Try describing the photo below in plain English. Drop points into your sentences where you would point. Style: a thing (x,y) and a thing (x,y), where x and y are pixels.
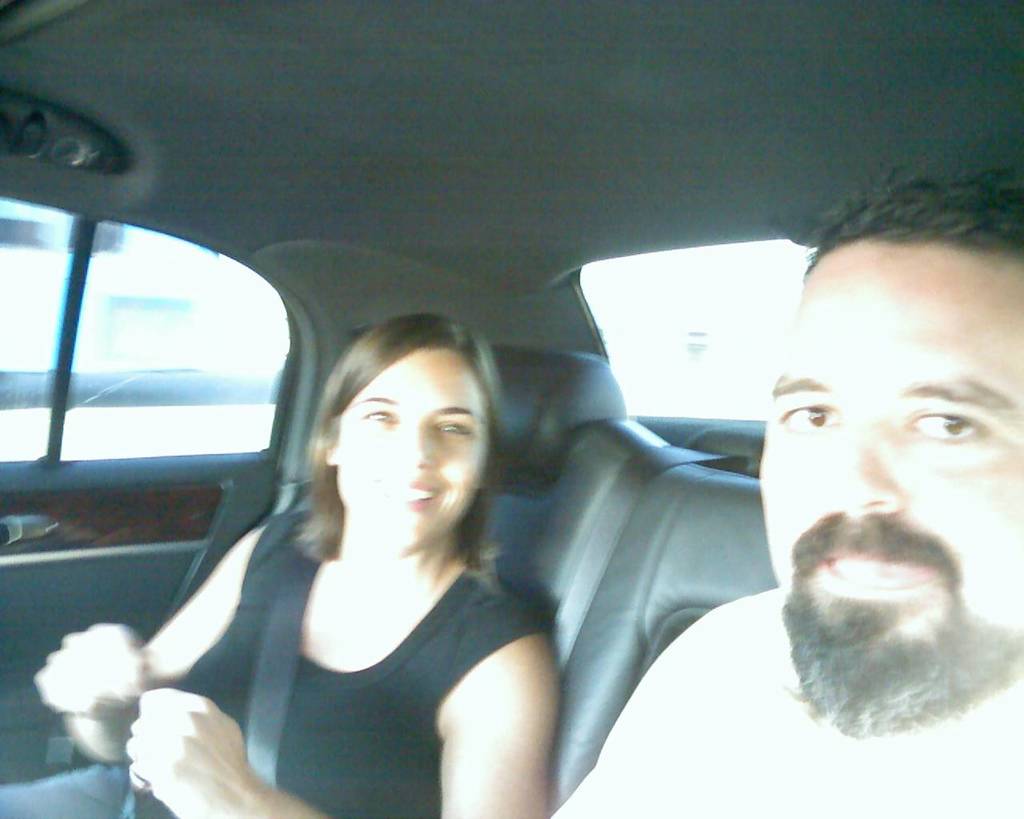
We can see a man (848,651) and woman (453,604) inside a car (594,578). They both are sitting. This women (315,718) wear a seatbelt (283,704) and she carries a smile on her face (434,443).
